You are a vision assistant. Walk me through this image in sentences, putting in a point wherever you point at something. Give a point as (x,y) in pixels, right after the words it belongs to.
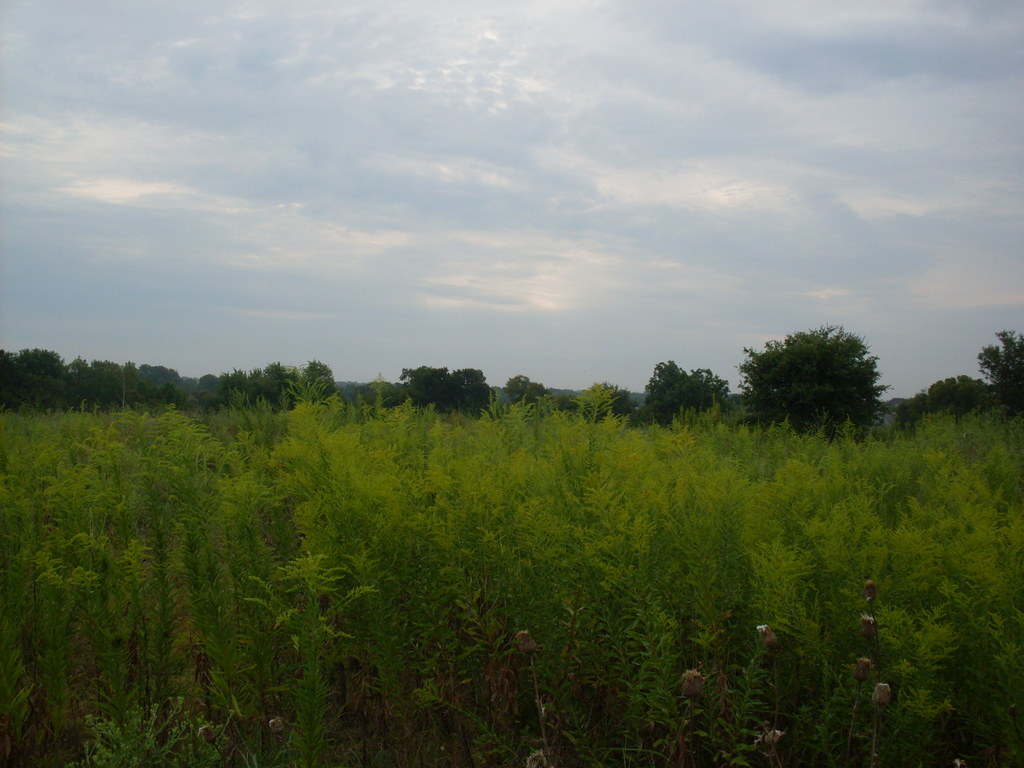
Here we can see plants (903,555) and trees (398,398). In the background (338,269) there is sky (773,190).
